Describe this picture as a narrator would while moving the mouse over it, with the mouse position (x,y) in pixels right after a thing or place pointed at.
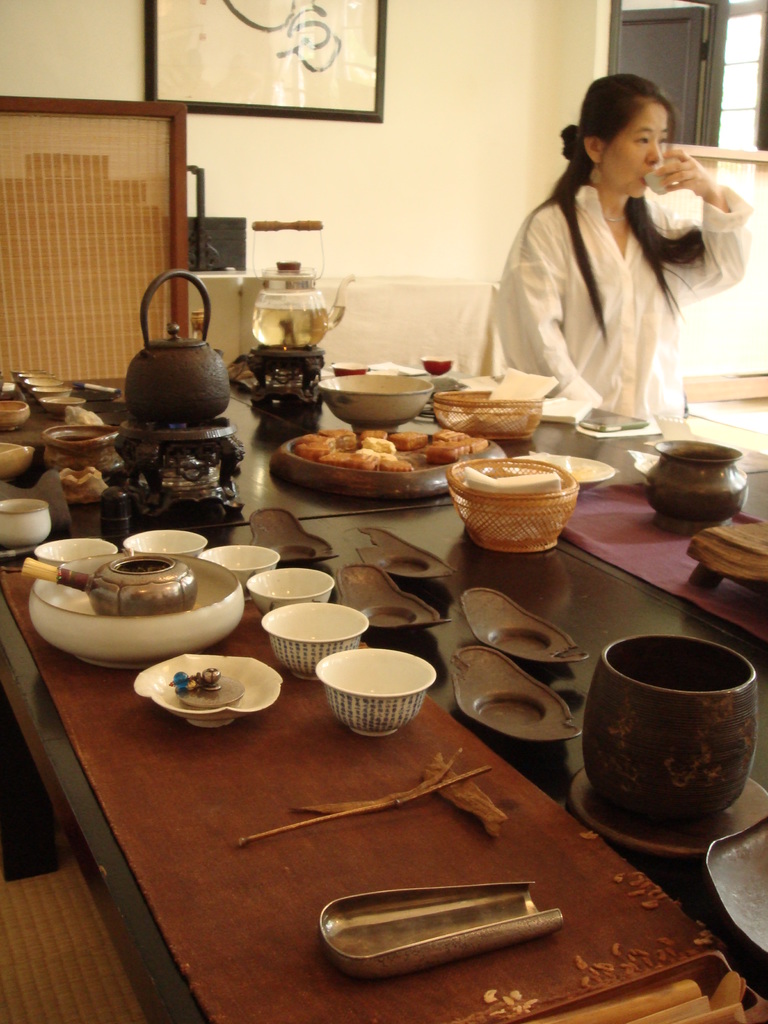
In this picture we can see a woman (628,339). She is in white color dress (631,327). This is table (259,461). On the table (336,510) there are bowls (255,681), food (343,462), and jar (686,766). This is wall (409,108) and there is a frame (324,58).
